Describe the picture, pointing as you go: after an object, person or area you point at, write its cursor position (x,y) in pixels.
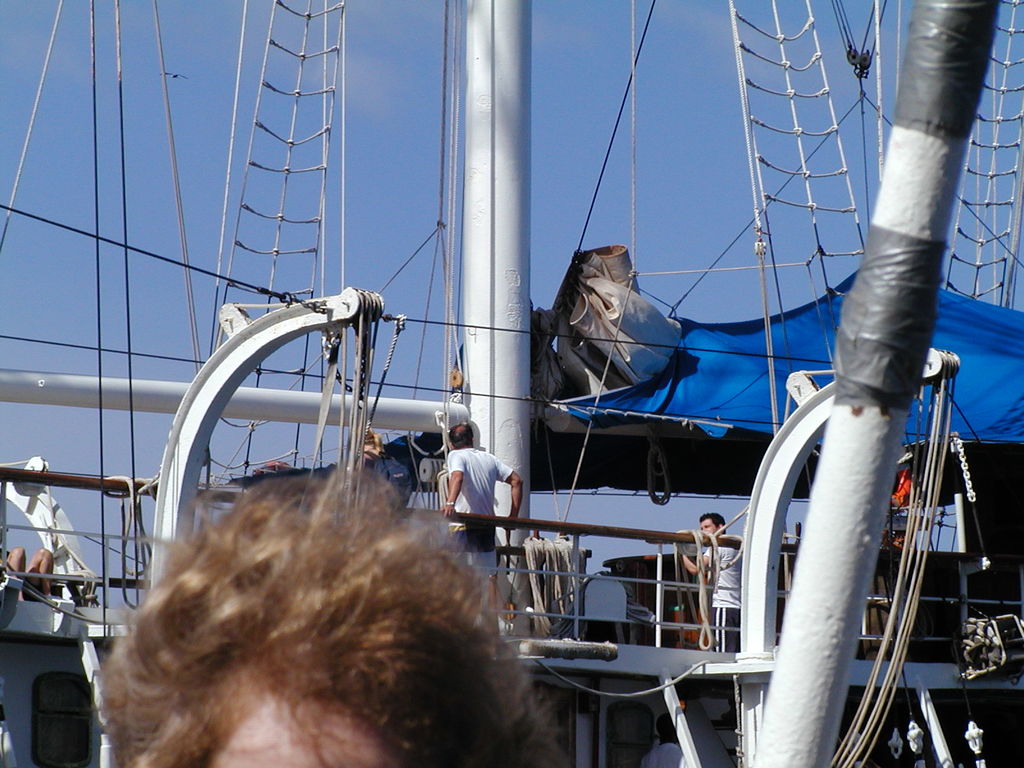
In this image there is a person (325,705) standing, in the background (35,632) there is a ship (509,522), on that ship (179,512) there are people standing and there is the sky (647,136).
